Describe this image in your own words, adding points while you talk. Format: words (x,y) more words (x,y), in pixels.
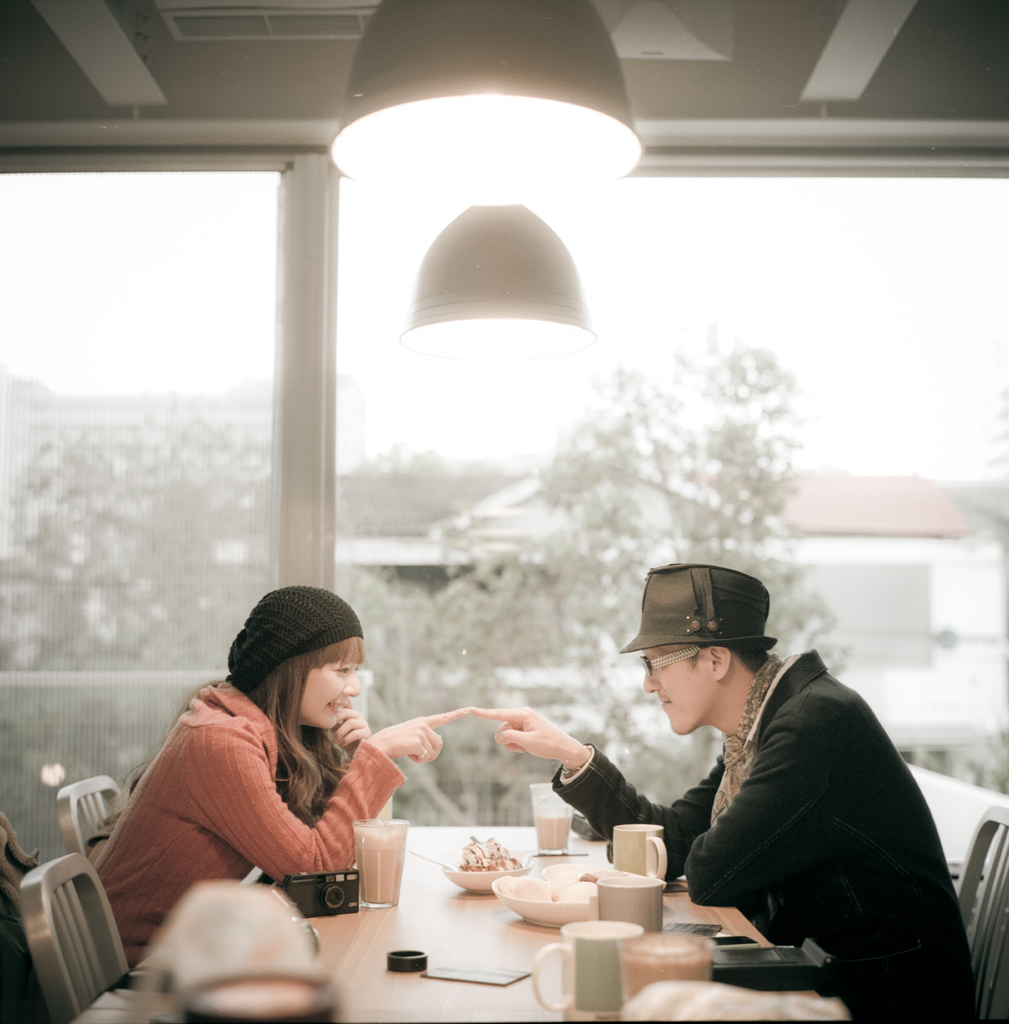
In this image on the right side (735,782) there is one man (747,801) who is sitting on a chair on the left side (224,745) there is one woman (193,793) who is sitting on a chair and smiling, in front of them there is one table (418,873) on the table (418,873) there is a plate (547,905), cups (566,927), and glasses (535,809) are there on the table (415,928). On the background (418,469) there are some trees (562,470) and houses (494,510). On the top (361,85) there is ceiling (198,63) and light (431,298).
